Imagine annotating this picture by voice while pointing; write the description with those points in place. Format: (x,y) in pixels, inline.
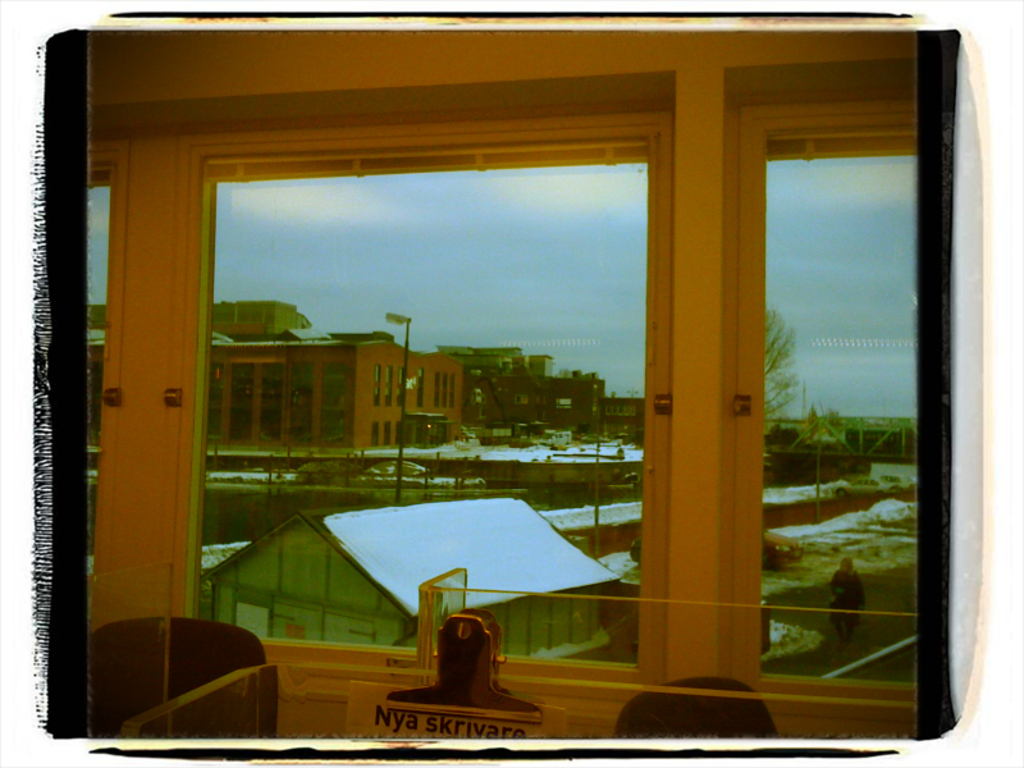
In this image I can see a glass window (641,603). Back Side I can see buildings (437,418), light-pole (401,450), trees (773,346) and a vehicles (854,486) on the road (827,513). The sky (460,233) is in blue and white color.
